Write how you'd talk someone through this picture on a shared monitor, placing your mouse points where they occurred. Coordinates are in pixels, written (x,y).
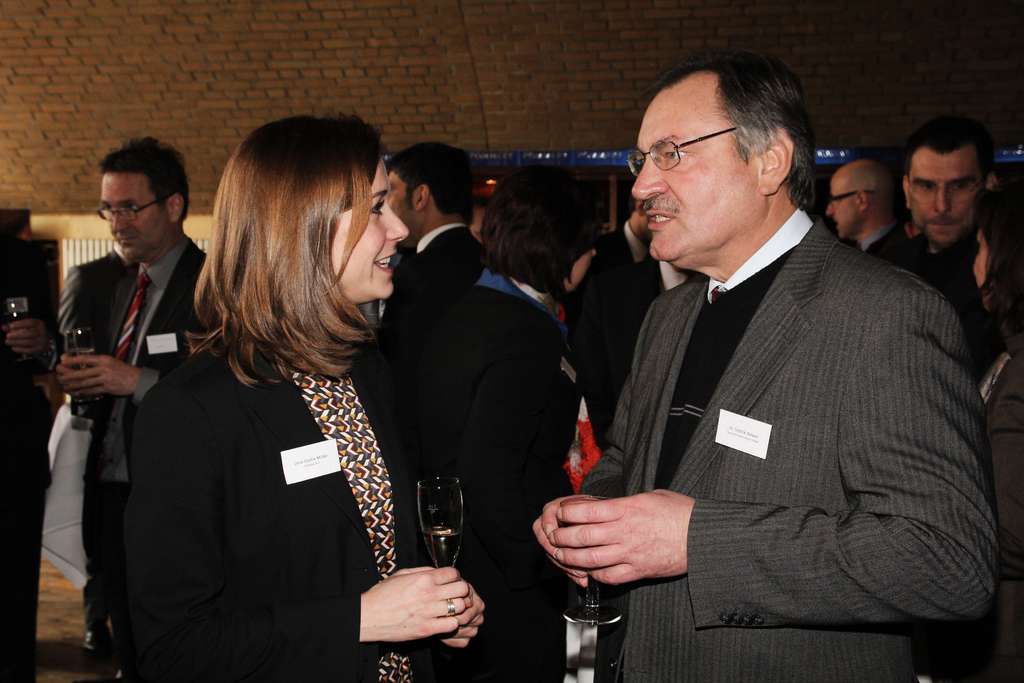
There are people (934,469) standing and these two people (553,560) holding glasses (447,483). In the background (405,76) we can see wall (468,42).
